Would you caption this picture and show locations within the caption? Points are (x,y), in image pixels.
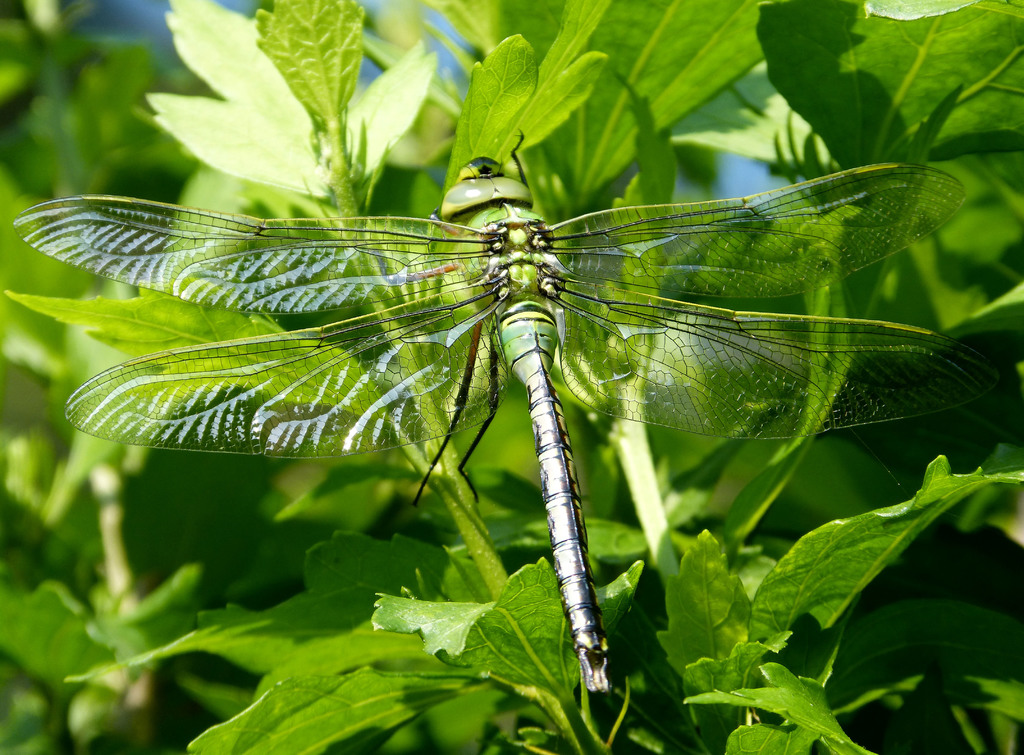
In the picture we can see dragon fly (527,277) which is on leaves (495,115) of a plant (123,632) and the leaves (123,632) are in green color.
